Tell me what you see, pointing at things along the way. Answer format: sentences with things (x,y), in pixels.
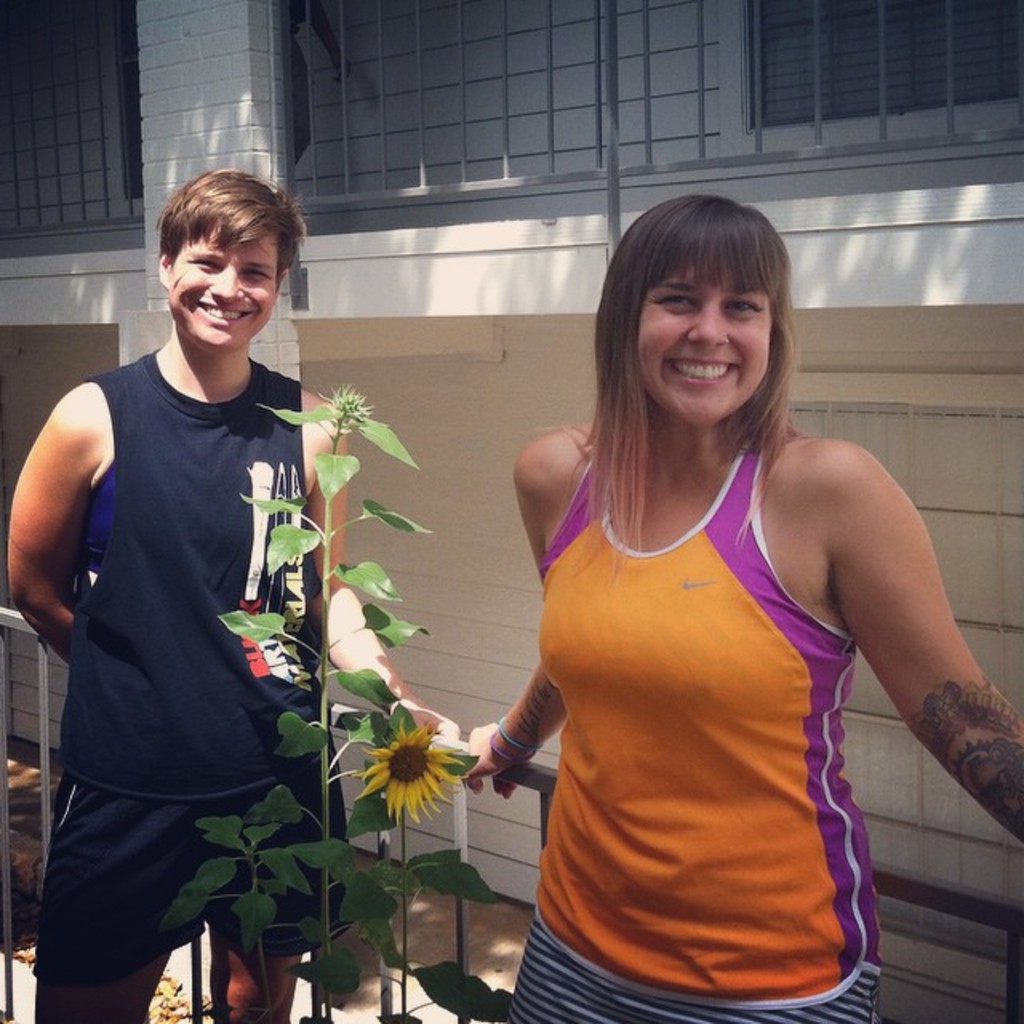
In the foreground of this image (337,824), there is a plant (325,780) and on either side to it, there is a man (165,653) and a woman (734,766) standing near a railing (543,800). In the background (540,227), there is a wall (784,215) and the grill (589,102) at the top (560,125).
